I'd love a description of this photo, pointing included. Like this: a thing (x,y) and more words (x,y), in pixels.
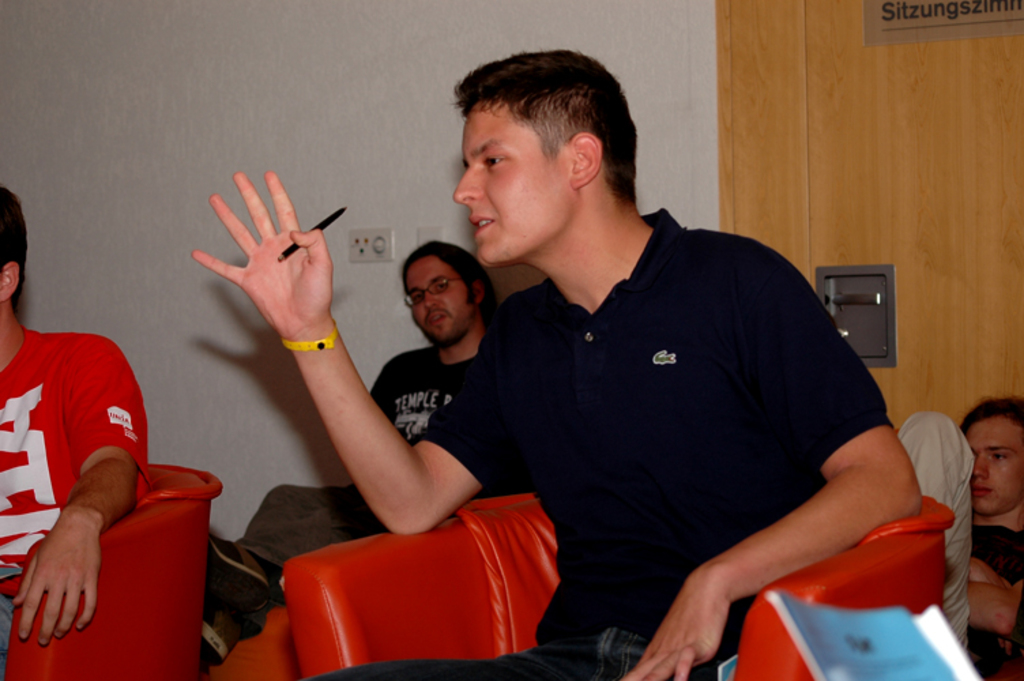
In the image we can see there are people (82,619) sitting on the chair (454,584) and a man (304,293) is holding pen (338,214) in his hand (323,335). Behind there is a door (902,144) and there is a white colour wall (323,156). There is a socket (382,236) on the wall (407,230).
